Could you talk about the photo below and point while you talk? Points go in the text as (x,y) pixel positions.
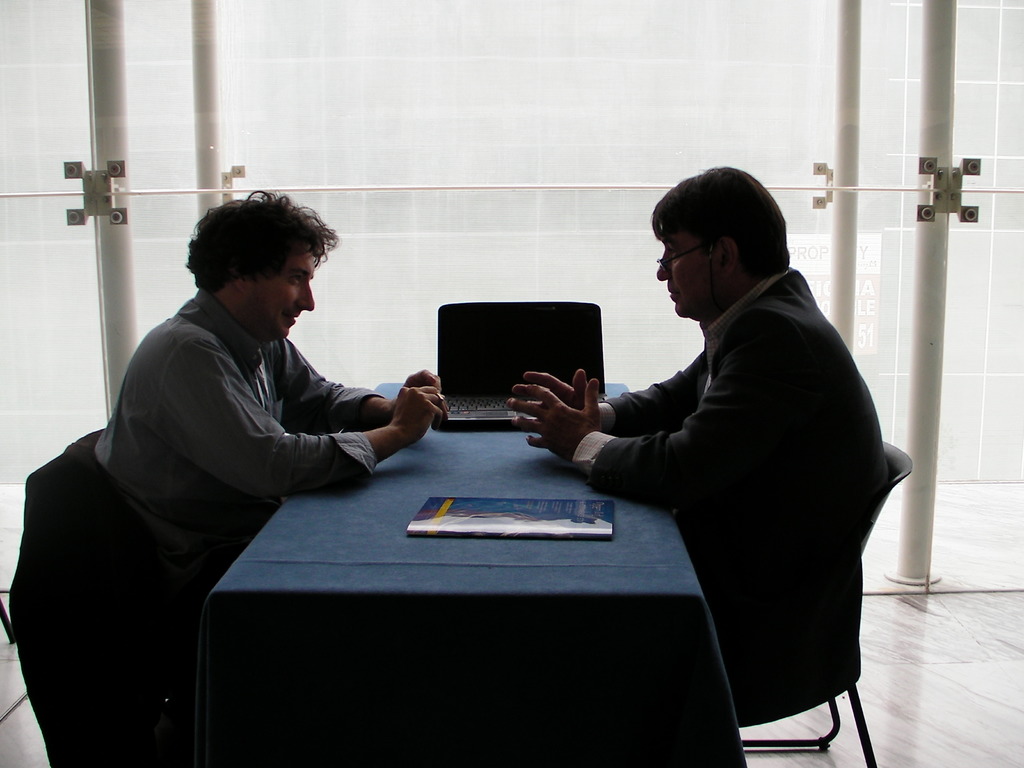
This picture shows two people (406,429) seated on the chairs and we see a book (563,520) and a laptop (487,313) on the table (584,497).
